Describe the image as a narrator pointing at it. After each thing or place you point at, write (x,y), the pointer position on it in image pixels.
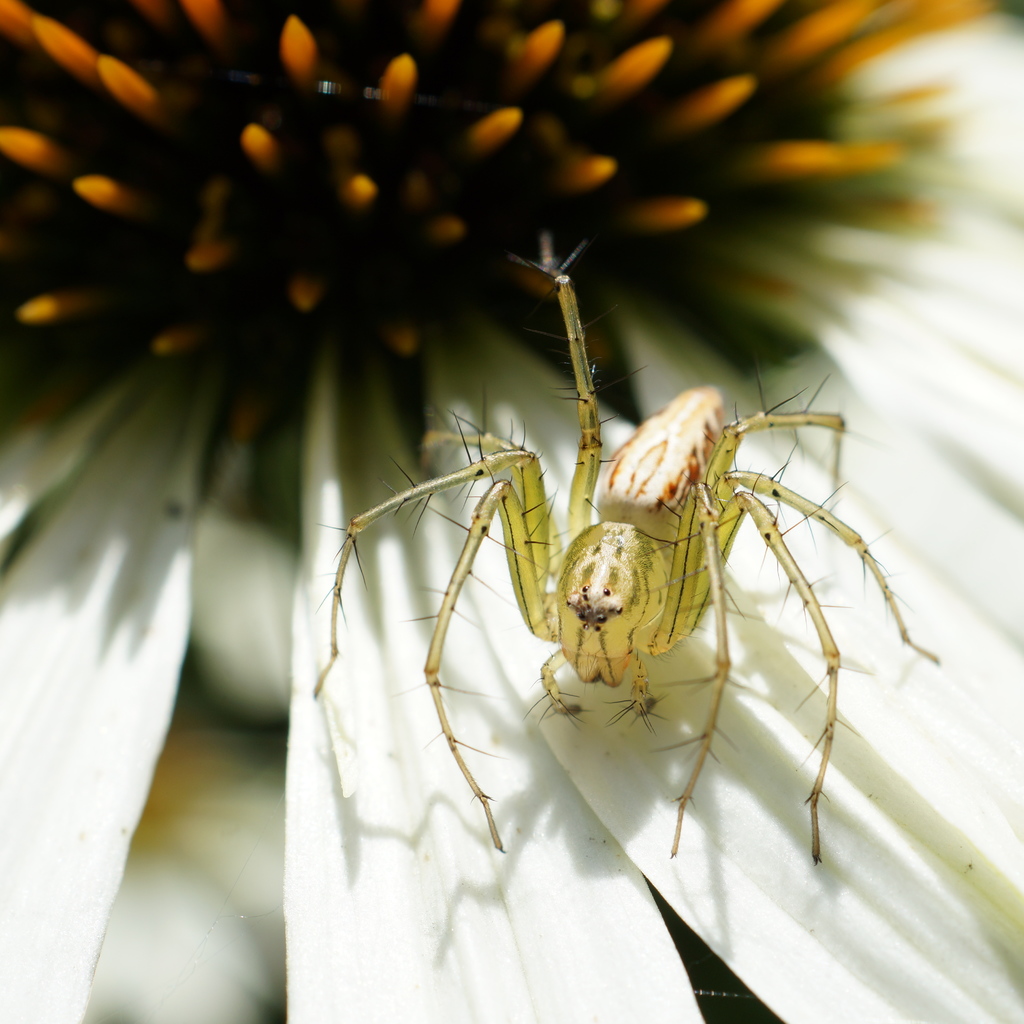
In this picture we can see an insect (559,638) on the flower (581,773).
